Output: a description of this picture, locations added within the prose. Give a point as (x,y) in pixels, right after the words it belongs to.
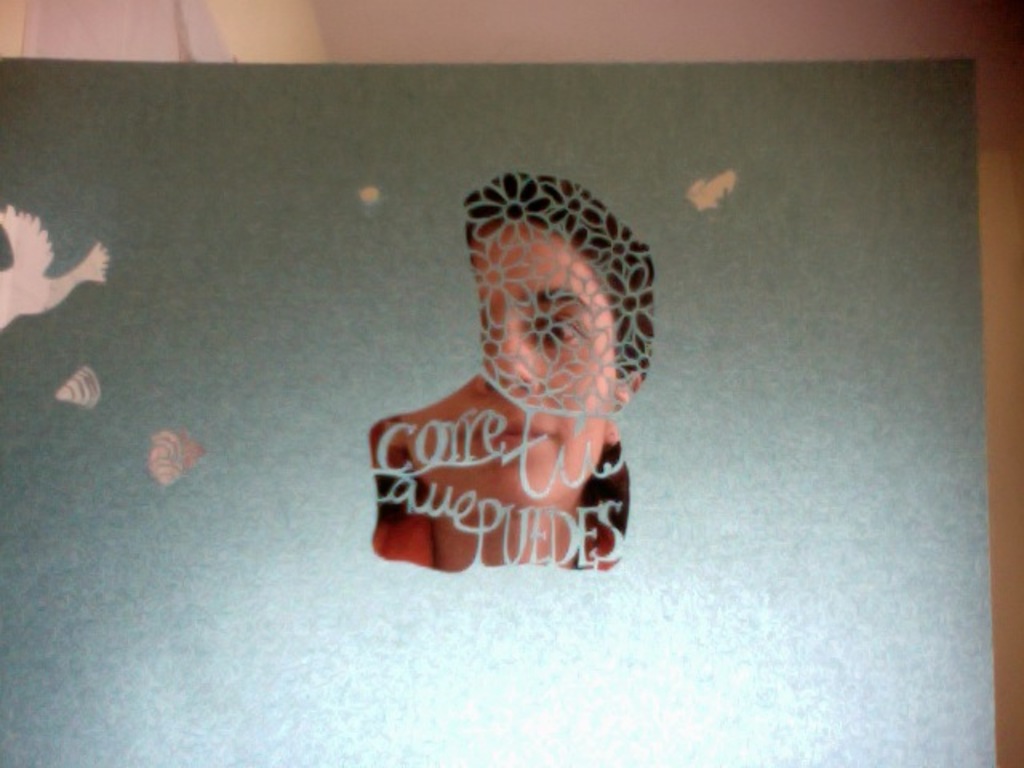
In this image we can see a paper (171,518) on which there is a photo (472,193) of a girl (549,354) with some text (473,496) on it.
